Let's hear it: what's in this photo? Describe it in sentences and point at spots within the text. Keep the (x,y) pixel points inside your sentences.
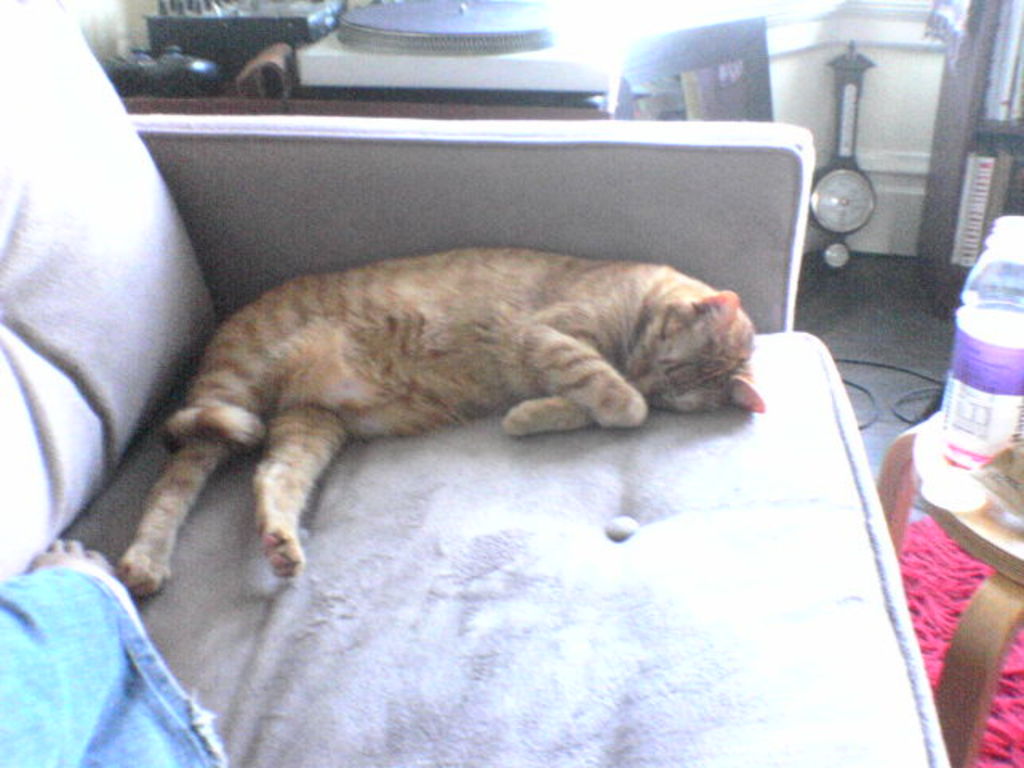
In the image we can see a cat (362,404) on the couch (185,389). We can see a table (971,513), on the table (992,505) there is a bottle (984,409). Here we can see clock (841,218), floor (875,295), cable wire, carpet (944,571) and other things (498,48). We can even see the body part (45,645) of the person (58,648) wearing the clothes (67,677).
